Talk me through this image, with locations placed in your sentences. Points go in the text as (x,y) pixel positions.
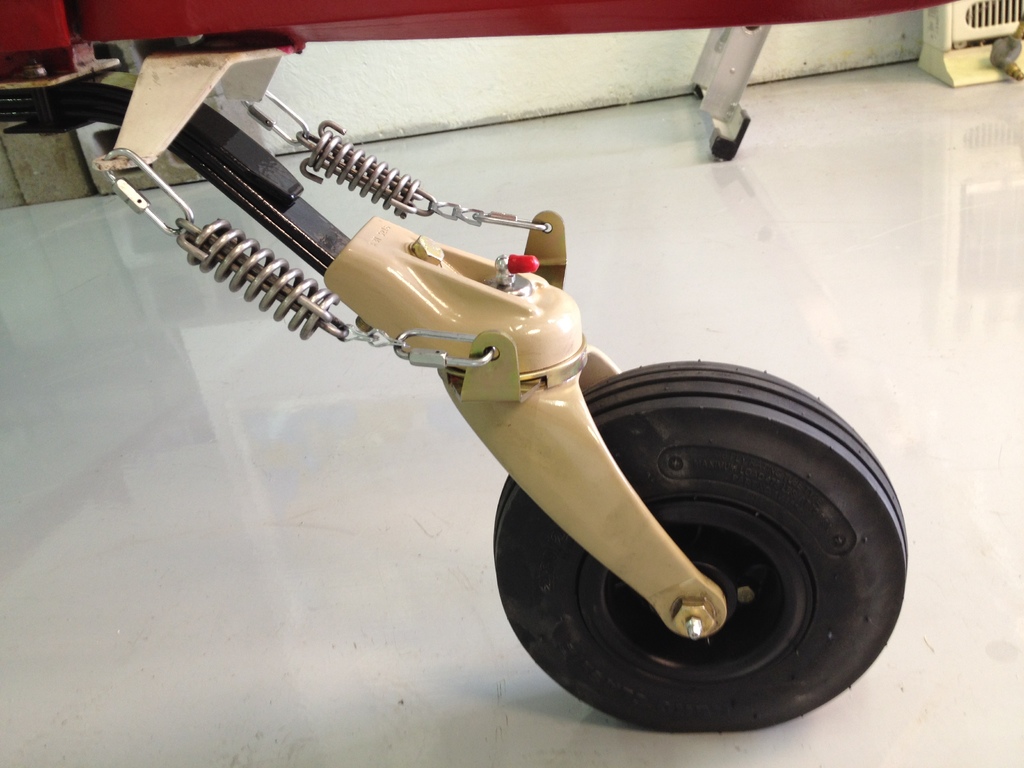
There is a wheel (646,386) in the center of the image (646,386).
